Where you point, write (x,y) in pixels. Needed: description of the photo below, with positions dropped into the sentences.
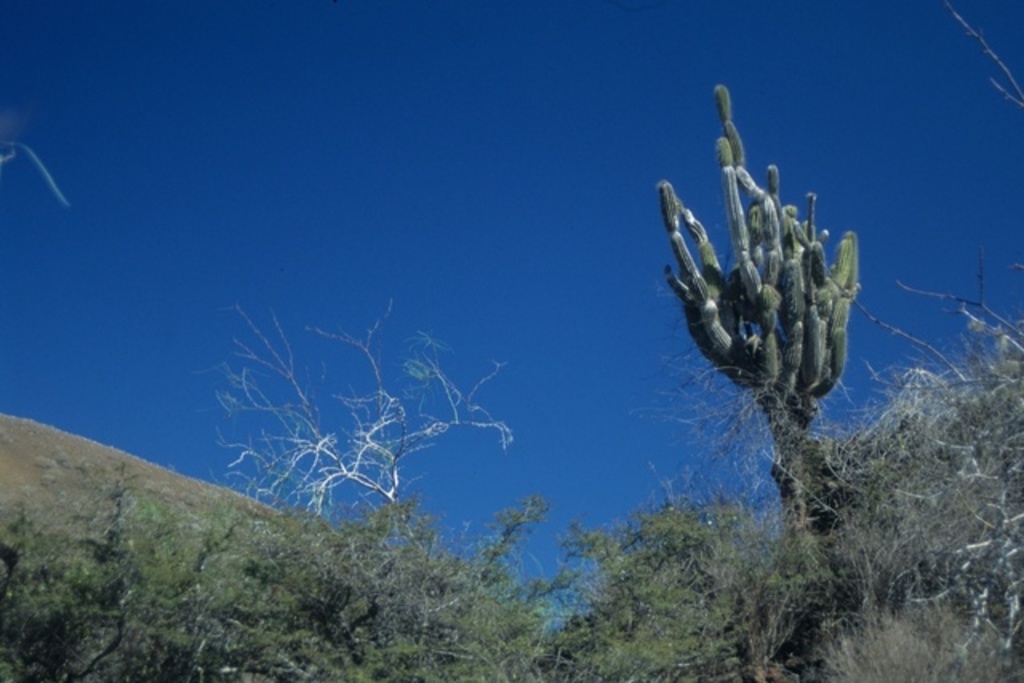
In this image we can see a group of trees (637,517) a cactus (765,312) and in the background (1023,277) we can see the sky (429,223).
